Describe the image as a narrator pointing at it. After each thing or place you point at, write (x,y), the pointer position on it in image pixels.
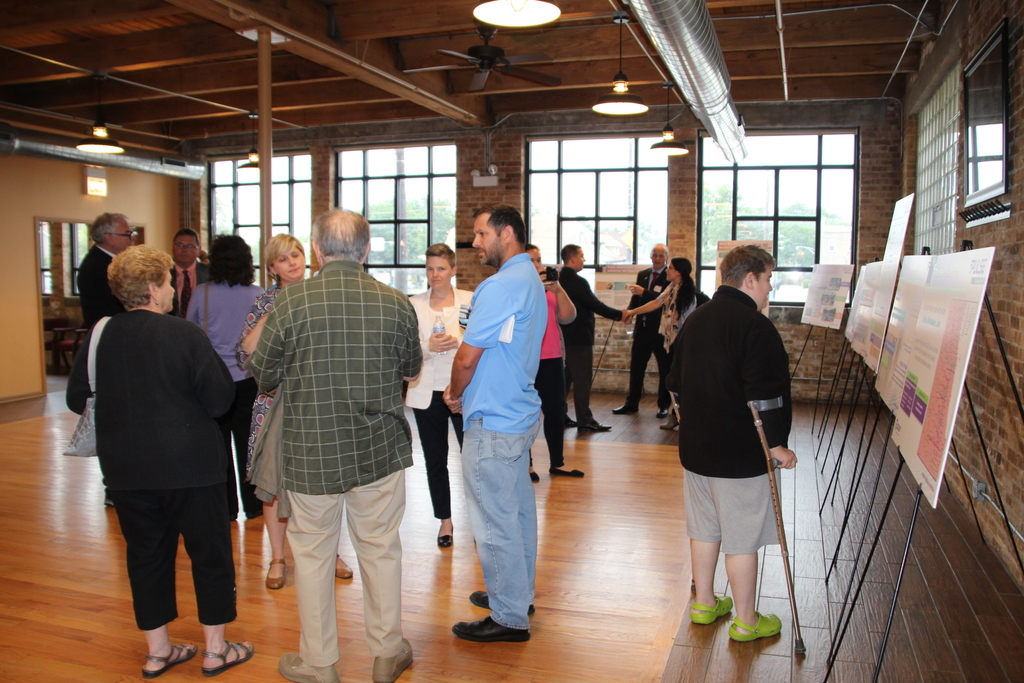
In this image I can see number of persons (391,405) are standing on the brown colored floor (118,624), few boards (922,382) are on the black colored rods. I can see few windows (599,227) through which I can see few trees (713,193) and the sky (768,179), the ceiling (791,71), few lights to the ceiling (761,10), few fans (507,74) to the ceiling (210,95), the wall (44,165) and the door (72,341).
